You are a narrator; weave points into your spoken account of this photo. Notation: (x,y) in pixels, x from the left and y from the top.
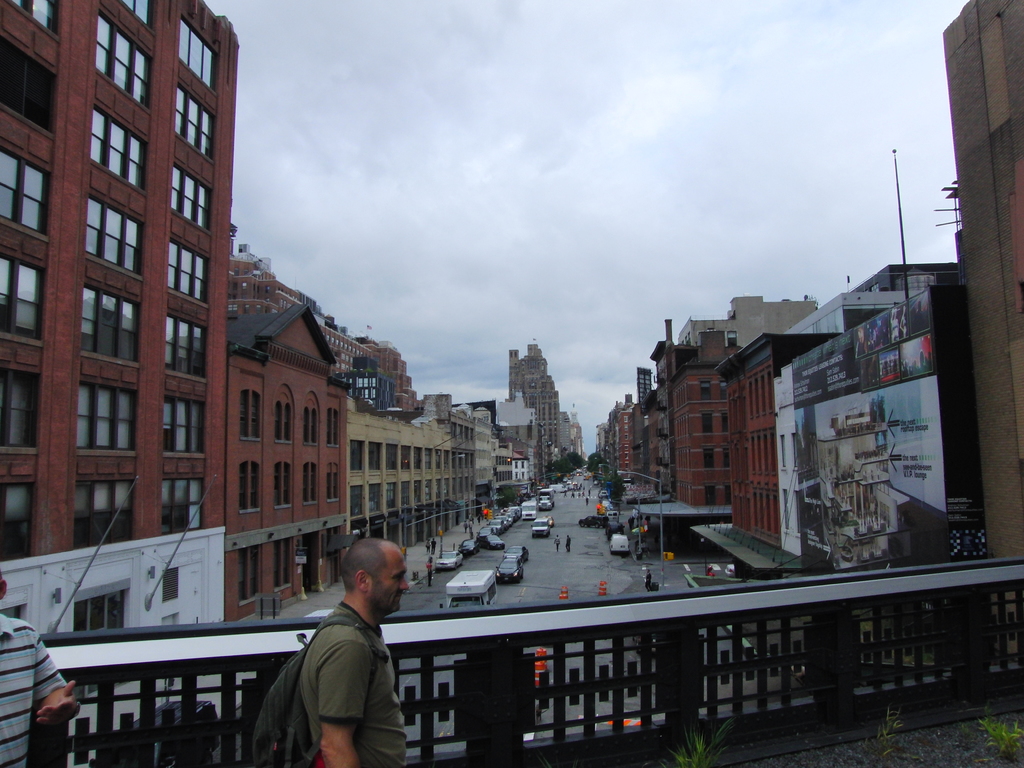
In this picture we can see a person (382,709) in the front (360,700), on the right side (694,410) and left side (215,441) there are buildings (199,441), we can see some vehicles (508,518) traveling on the road (600,546), on the right side (800,442) there is a hoarding (872,437), we can also see poles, some people (573,496) and trees (576,460) in the middle (590,462), there is the sky (548,159) at the top of the picture (500,43).
